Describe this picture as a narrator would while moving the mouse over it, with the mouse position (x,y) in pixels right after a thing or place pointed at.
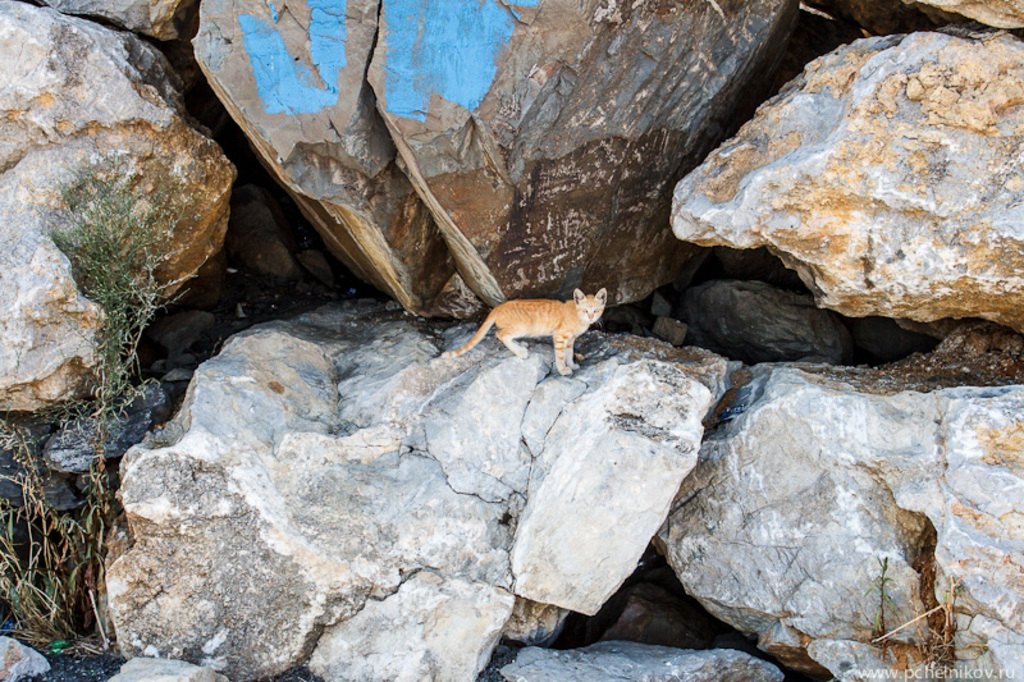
On this rock (556,404) there is a cat (591,321). Left side (74,572) we can see plant (66,554). Right side (896,673) bottom of the image (931,674) there is a watermark (914,671).
